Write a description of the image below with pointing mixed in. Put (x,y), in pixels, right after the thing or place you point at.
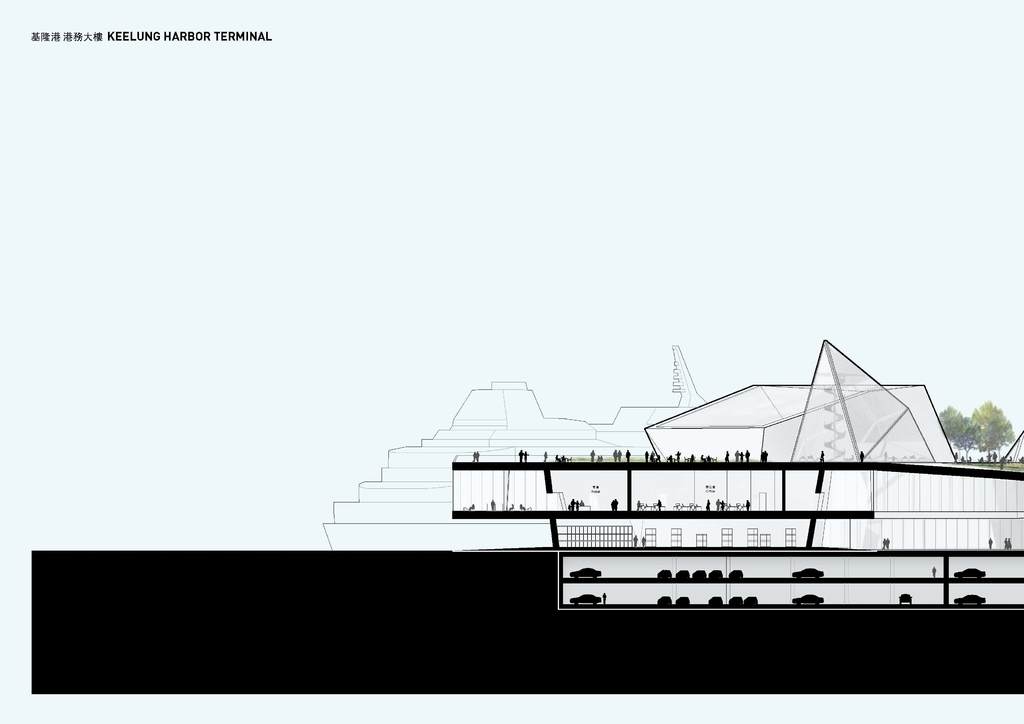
In this picture there is a Cruise Ferry (362,512) in the image.
